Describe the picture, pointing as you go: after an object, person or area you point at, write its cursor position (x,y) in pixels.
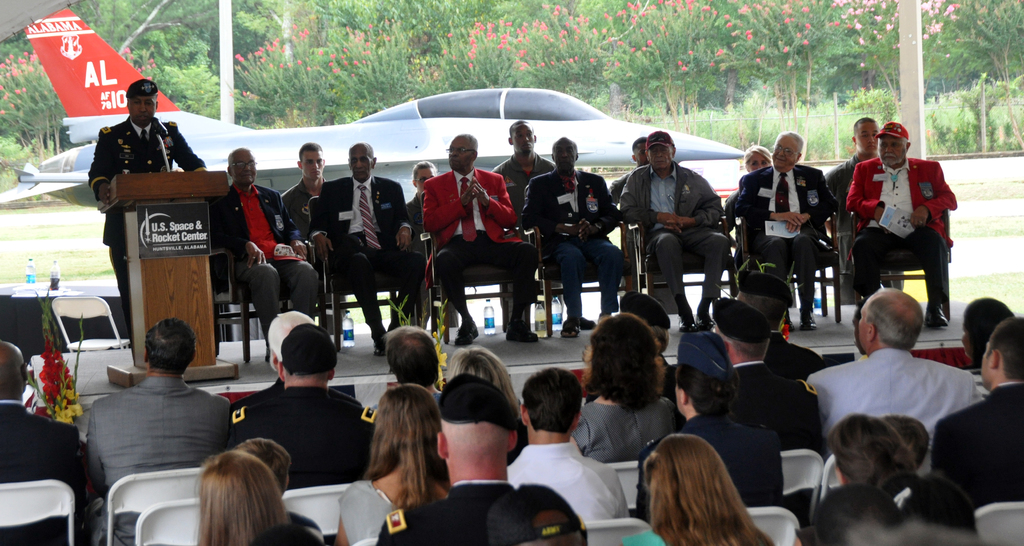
Here there are few people (318,429) sitting on the chairs (118,508) at the bottom (142,396). In the background (258,278) there are few people (593,210) sitting on the chairs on the stage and on the left (154,238) there is a person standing at the podium (183,280) and there is a name board (165,246) on it and a microphone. We can also see trees (702,40), plants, poles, water bottles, plane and some other objects (44,406).
